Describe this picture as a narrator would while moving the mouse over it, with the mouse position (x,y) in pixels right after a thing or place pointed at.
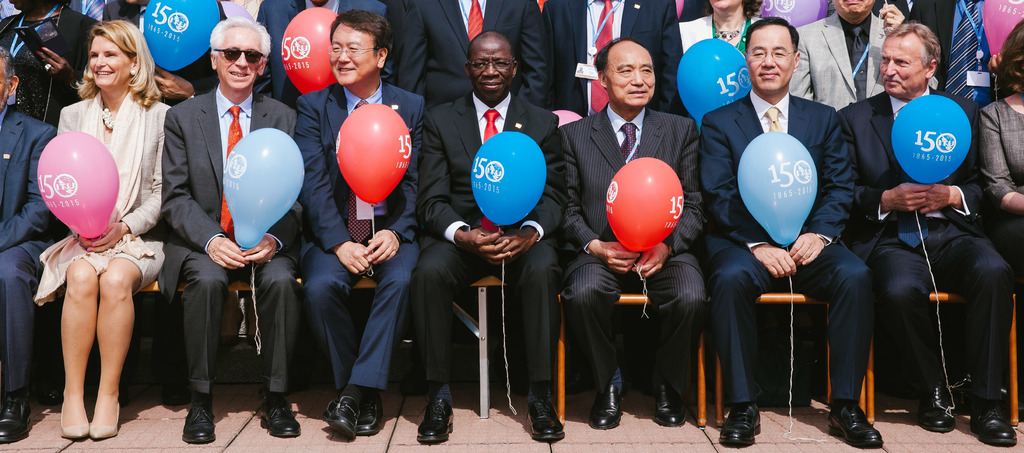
In this picture there are people (436,99), among them few people (581,203) holding balloons (70,167) and we can see ground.
